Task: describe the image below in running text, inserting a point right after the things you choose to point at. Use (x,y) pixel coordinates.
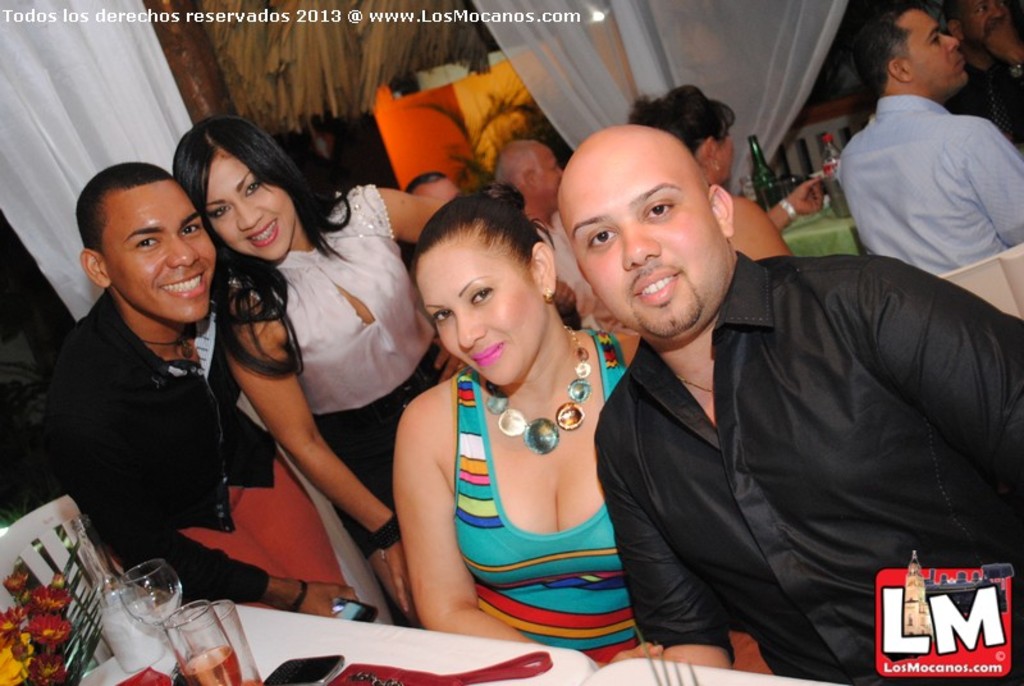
In this image I can see the group of people (498,343) with different color dresses (753,330). I can see few people (431,611) are sitting in-front of the tables (469,649). On the tables (175,661) I can see the bottles (143,663), glasses (180,644), flowers (5,654) and some objects (274,674). In the background (17,146) I can see the plant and the white color curtains (501,41).
